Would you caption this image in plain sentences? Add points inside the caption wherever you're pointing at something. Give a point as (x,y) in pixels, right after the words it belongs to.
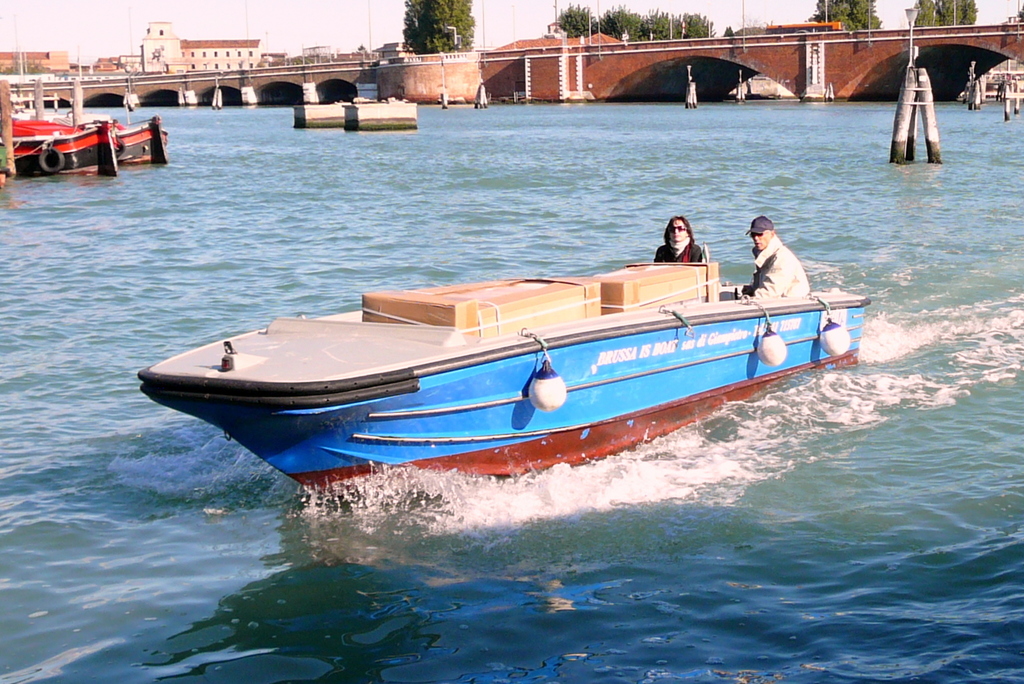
In this picture we can see people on a motor boat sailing in the river (902,232). In the background (15,155), we can see a boat (16,141), poles (971,86), buildings (50,61) and trees (835,22).
